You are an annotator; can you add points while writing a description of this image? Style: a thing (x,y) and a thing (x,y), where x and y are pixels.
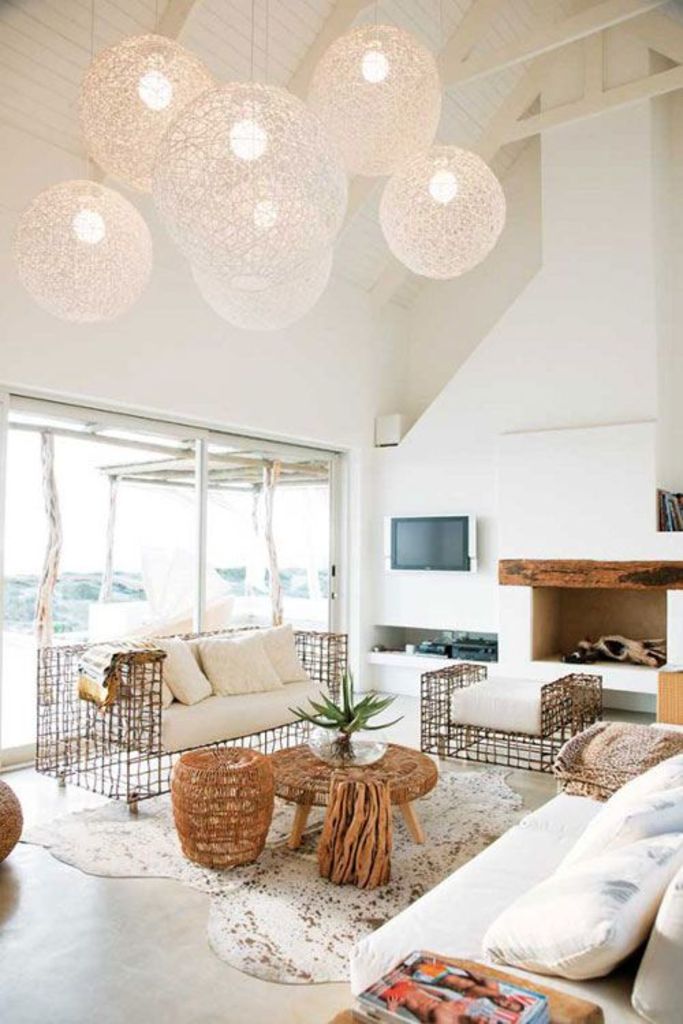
In this picture we can see the inside view of a building (3,492). This is sofa (444,896) and these are the pillows (246,679). There is a table (377,858) and this is a houseplant (346,744). On the background (559,548) there is a wall (382,589) and this is screen (422,530). These are the lights (423,77) and this is floor (87,986).
